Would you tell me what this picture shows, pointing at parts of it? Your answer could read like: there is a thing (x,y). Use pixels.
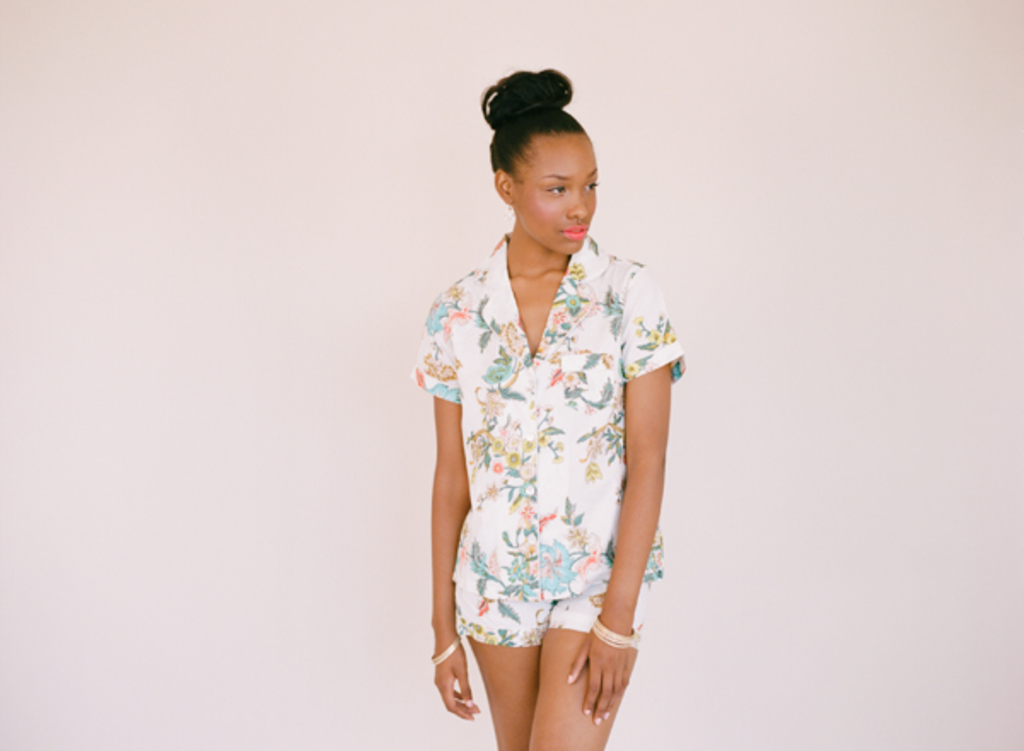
In the image there is a woman (613,394) standing and posing for the photo.
